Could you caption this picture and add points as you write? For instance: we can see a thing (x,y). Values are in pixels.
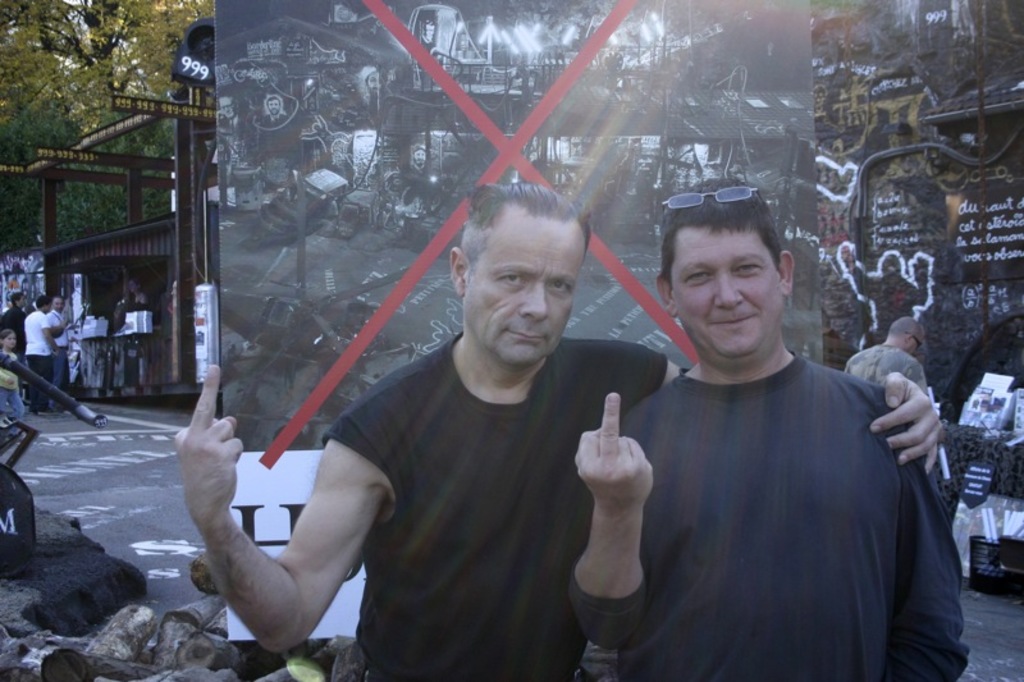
In this picture I can see there are two men (532,461) standing and the person (731,316) at the right (730,380) is having glasses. There is a banner (492,98) in the backdrop (492,71) and there is an image (524,156) on it. There is scrap (61,611) on the left side (58,564) and there are a few people (41,401) standing at left (27,318), there is a tree (103,44).
